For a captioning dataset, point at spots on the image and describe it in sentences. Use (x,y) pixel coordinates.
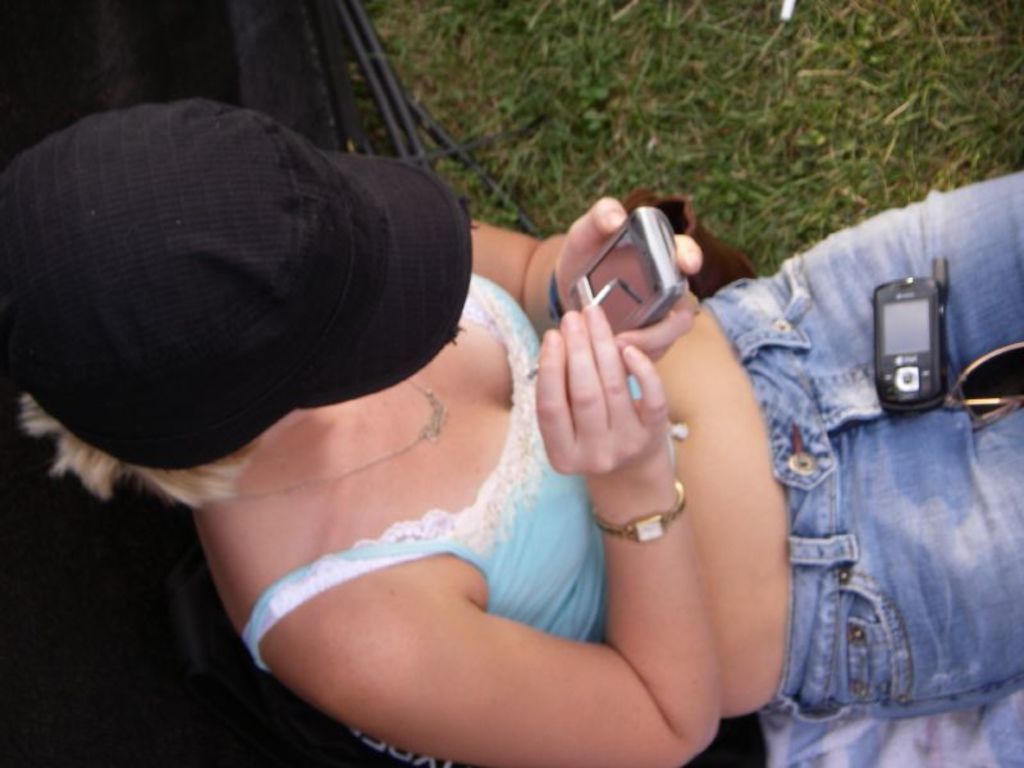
In this image, we can see woman (515,496) is sitting, holding mobile (615,314) and pen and wearing cap (201,363). On her lap (907,422), we can see mobile (899,381) and goggles (1008,382). Here we can see black color object (271,57), cloth (911,748), grass (813,213) and few things (343,1).
